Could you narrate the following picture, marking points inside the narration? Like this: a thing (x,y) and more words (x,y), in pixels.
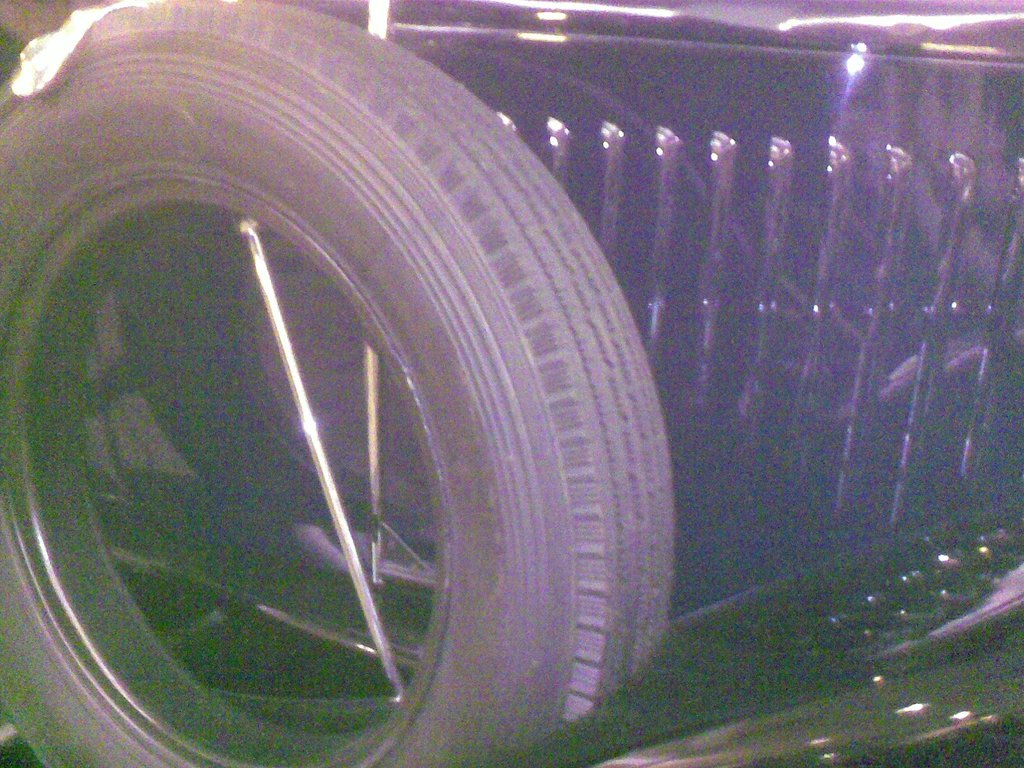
In the image we can see there is a vehicle (209,375) kept on the ground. There is an iron rod (343,534) which is kept in between the tyre (429,317).
